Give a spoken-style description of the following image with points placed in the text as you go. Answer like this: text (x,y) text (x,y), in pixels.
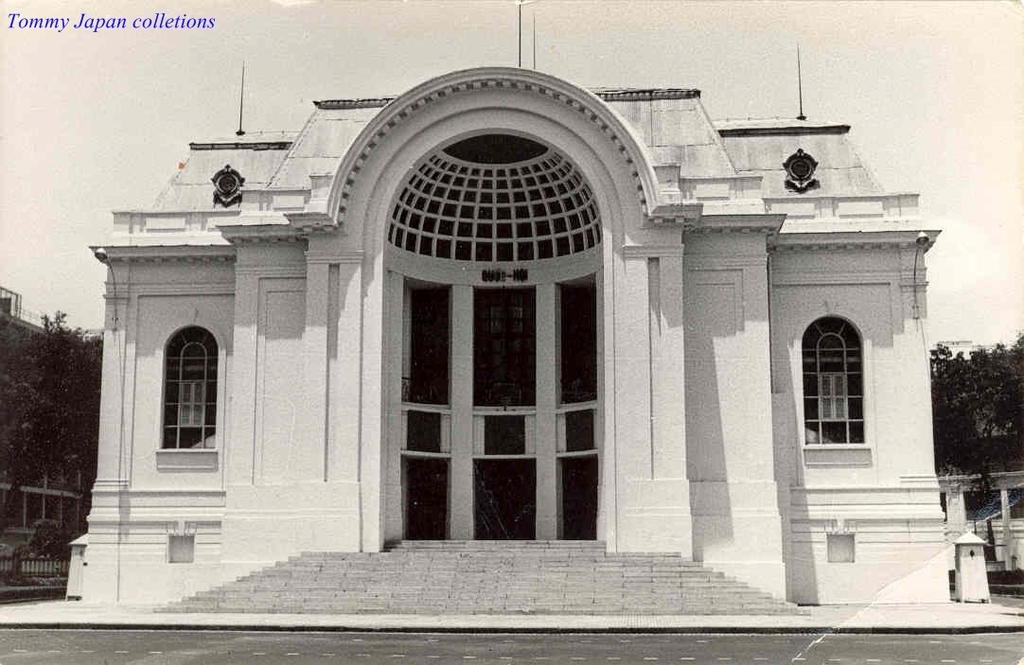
In this image there is a building (583,482). Before there are stairs (525,592). Bottom of the image (494,638) there is a road (488,644). Left side there is a fence (22,567). Background (11,429) there are trees (96,432) and buildings (1023,511). Top of the image (679,37) there is sky (584,53). Left top there is some text (148,18). Right side (972,566) there is an object (965,585) on the floor (971,608).
